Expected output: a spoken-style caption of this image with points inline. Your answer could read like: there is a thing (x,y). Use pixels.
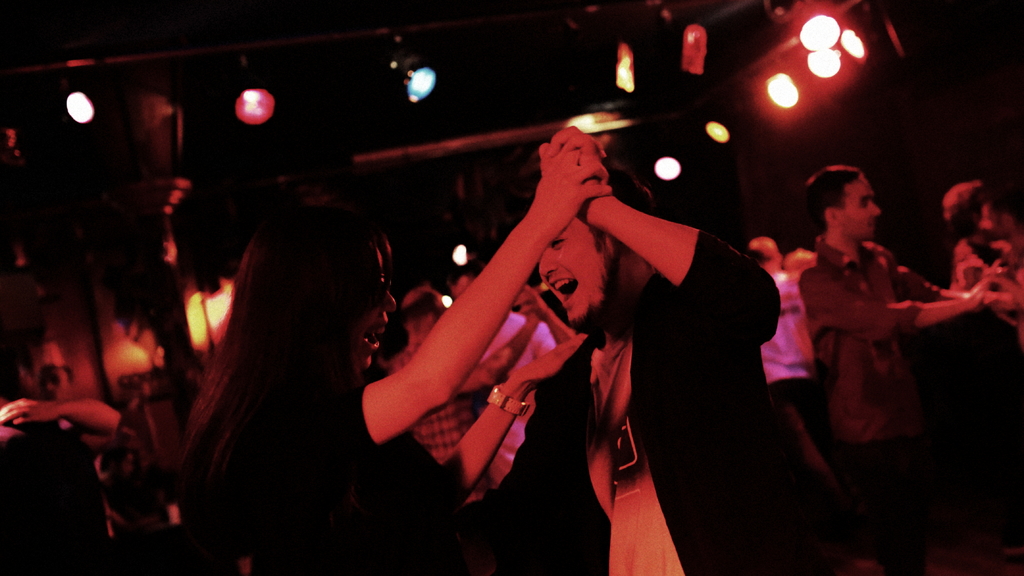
In this picture we can see some people (479,357) are dancing, there are some lights (794,97) at the top of the picture (790,81), we can see a dark background (734,202).
